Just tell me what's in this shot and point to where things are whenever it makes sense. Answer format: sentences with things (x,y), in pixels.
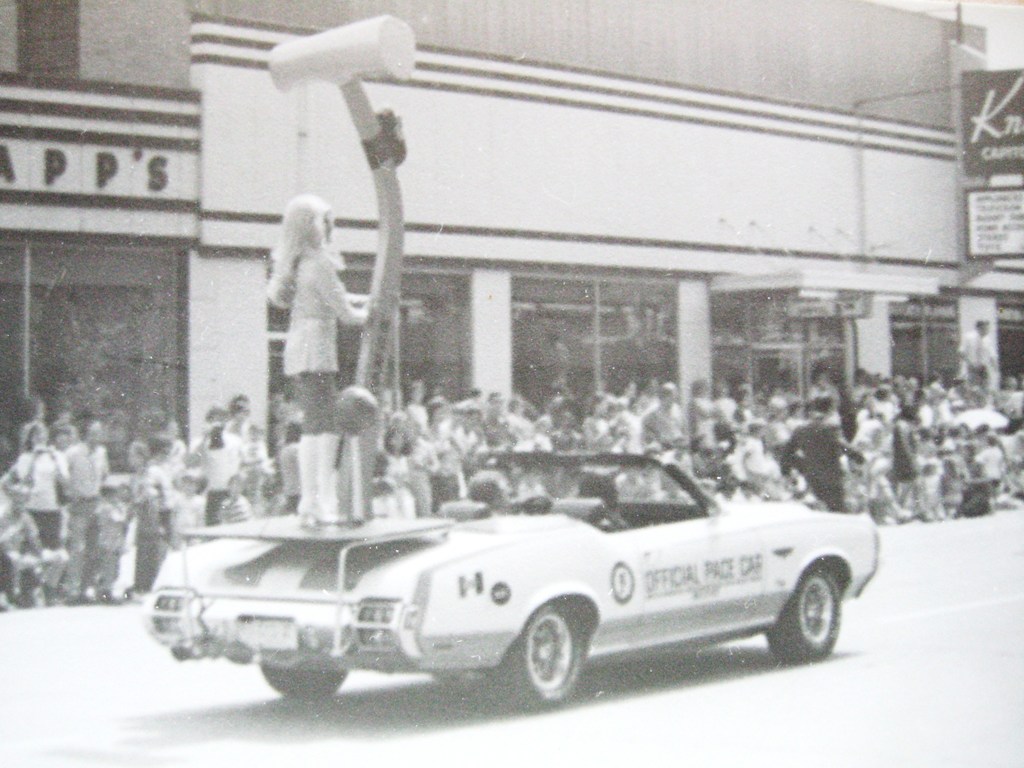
This is a black and white image, in this image there is a woman (315,419) standing on the car (543,505), beside the car (676,472) there are a few people (492,445) standing and watching, beside them there is a building (189,220) with glass walls (141,269) and name boards (89,193).
